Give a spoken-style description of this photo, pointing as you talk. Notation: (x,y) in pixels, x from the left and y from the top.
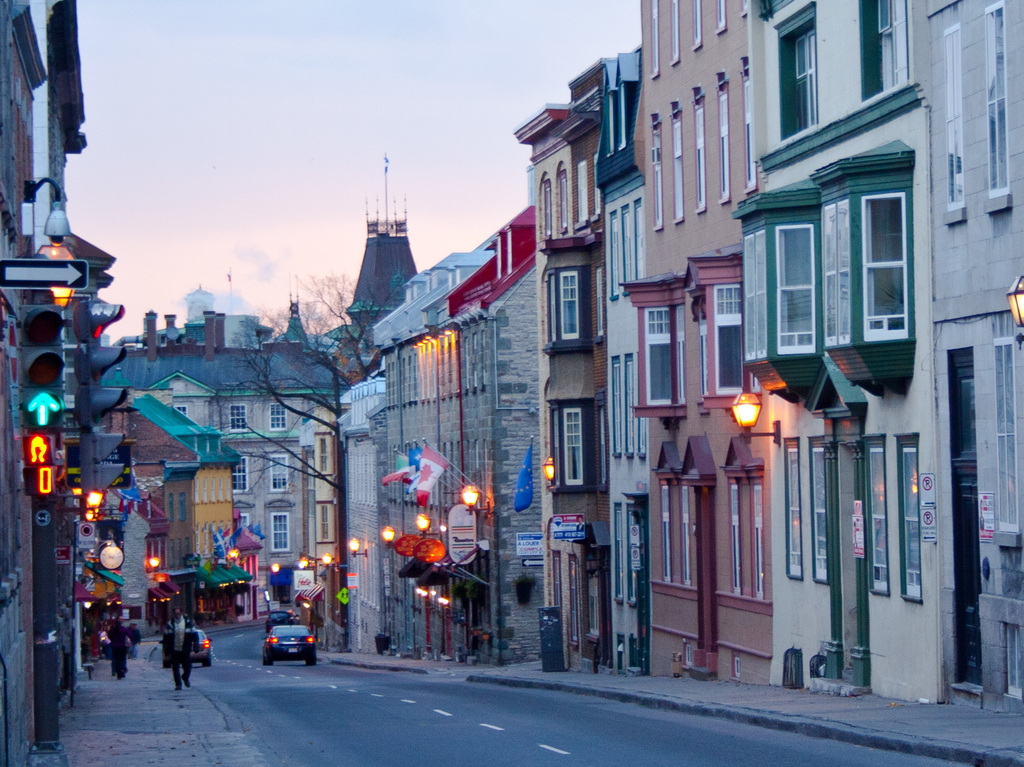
In this image in the center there are persons (138,634) walking and there are cars (267,639) moving on the road (223,635). On the left side (78,546) there are buildings (68,513) and there are poles (40,504). On the right side (788,380) there are buildings (571,424) and there are flags (437,476) hanging on the buildings (499,481) and there are lights (548,476) outside the buildings (578,457). In the background (233,499) there are buildings (180,481) and there are dry trees (334,369) and the sky (270,150) is cloudy.
